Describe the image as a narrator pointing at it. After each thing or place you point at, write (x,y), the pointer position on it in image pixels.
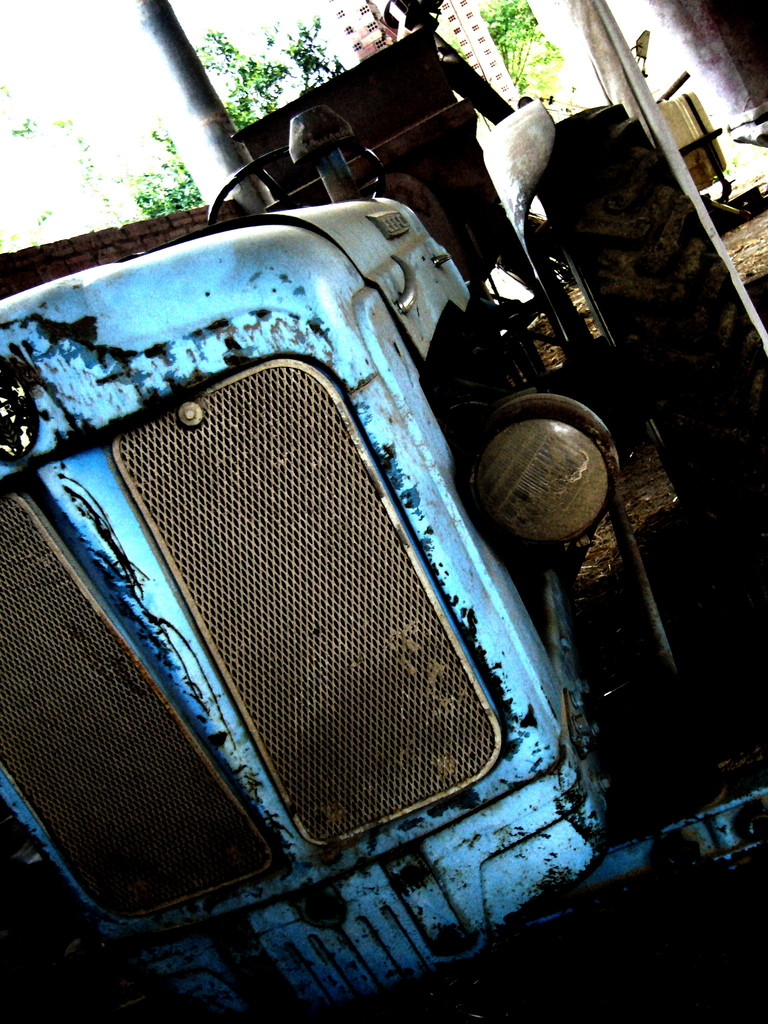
Here we can see a tractor (392,517) on the ground (697,559). In the background (499,8) there are trees (515,35), buildings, wall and an object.
